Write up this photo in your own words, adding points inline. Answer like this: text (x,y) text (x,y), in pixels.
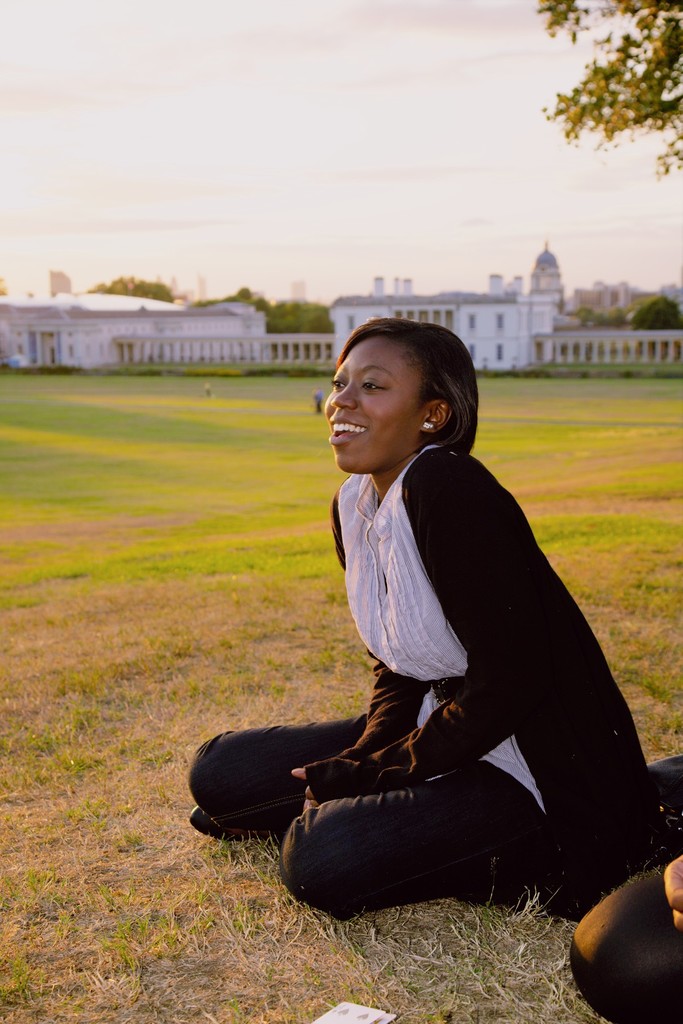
In this picture we can see a woman (332,801) sitting on the ground (221,964) and in the background (590,288) we can see buildings (10,313), fence (672,339), trees (631,86), sky (309,169) with clouds (474,21).
